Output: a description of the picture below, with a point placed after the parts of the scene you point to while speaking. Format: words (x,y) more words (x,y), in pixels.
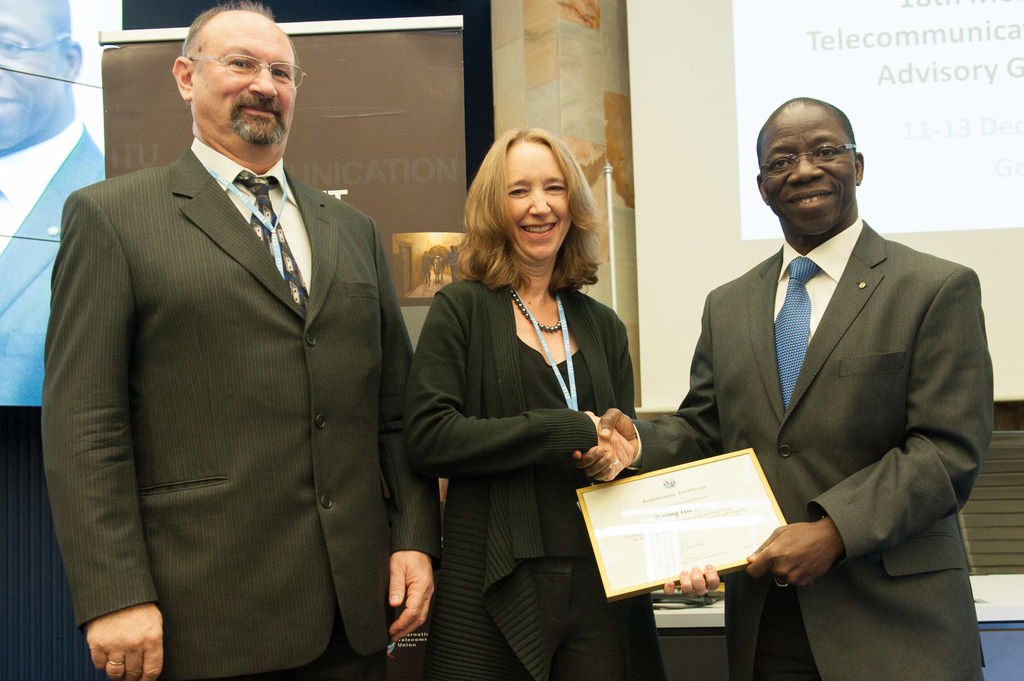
In this image, we can see people (520,389) standing and wearing clothes (762,323). There are two persons (841,420) shaking hands (621,434) and holding a certificate (707,495) with their hands (808,549). There is a screen (752,97) in the top right of the image (739,126). There is a banner (447,179) on the left side of the image (324,108).
